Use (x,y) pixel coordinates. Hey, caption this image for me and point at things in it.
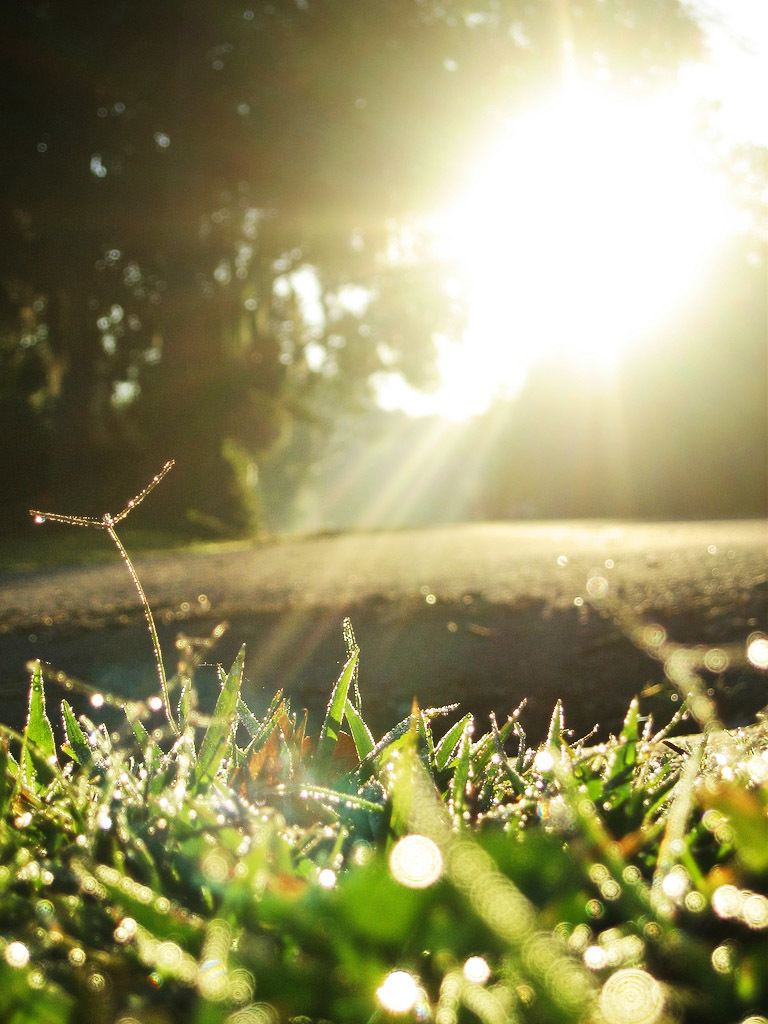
In this image, we can see the ground (384,576). We can see some trees (658,437) and the sunlight (547,275). We can also see some grass (505,865) at the bottom (335,785).
